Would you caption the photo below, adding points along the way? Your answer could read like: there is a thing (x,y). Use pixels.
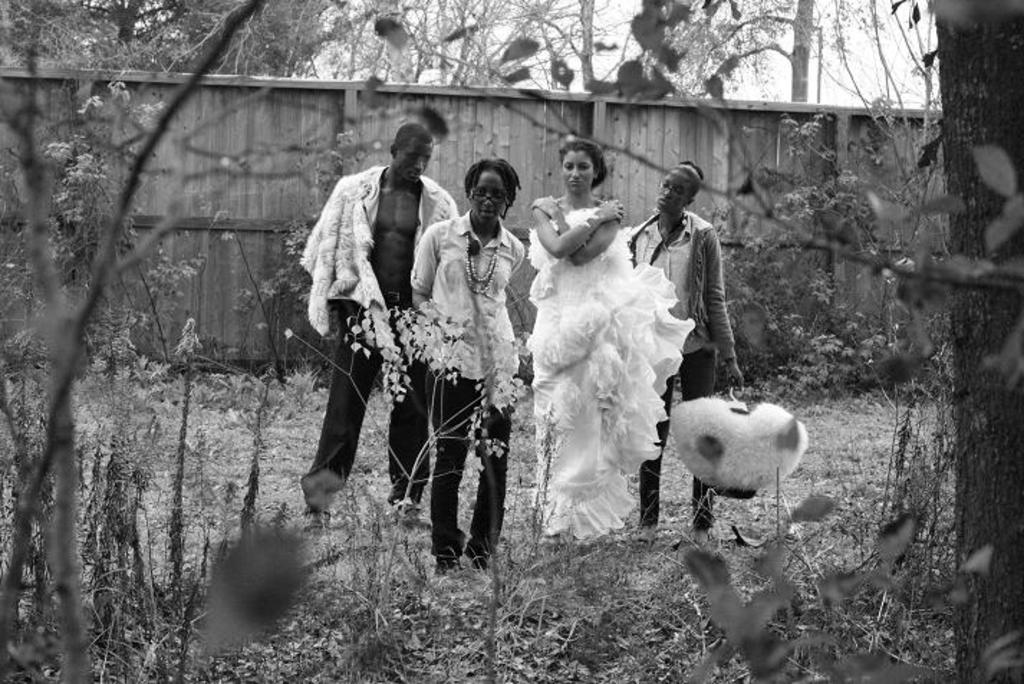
In this image there are a few people (483,321) standing, on the surface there are dry leaves (474,472), around them there are plants (151,538) and trees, behind them there is a wooden wall (449,177), behind the wooden wall (263,167) there are trees (476,14).
